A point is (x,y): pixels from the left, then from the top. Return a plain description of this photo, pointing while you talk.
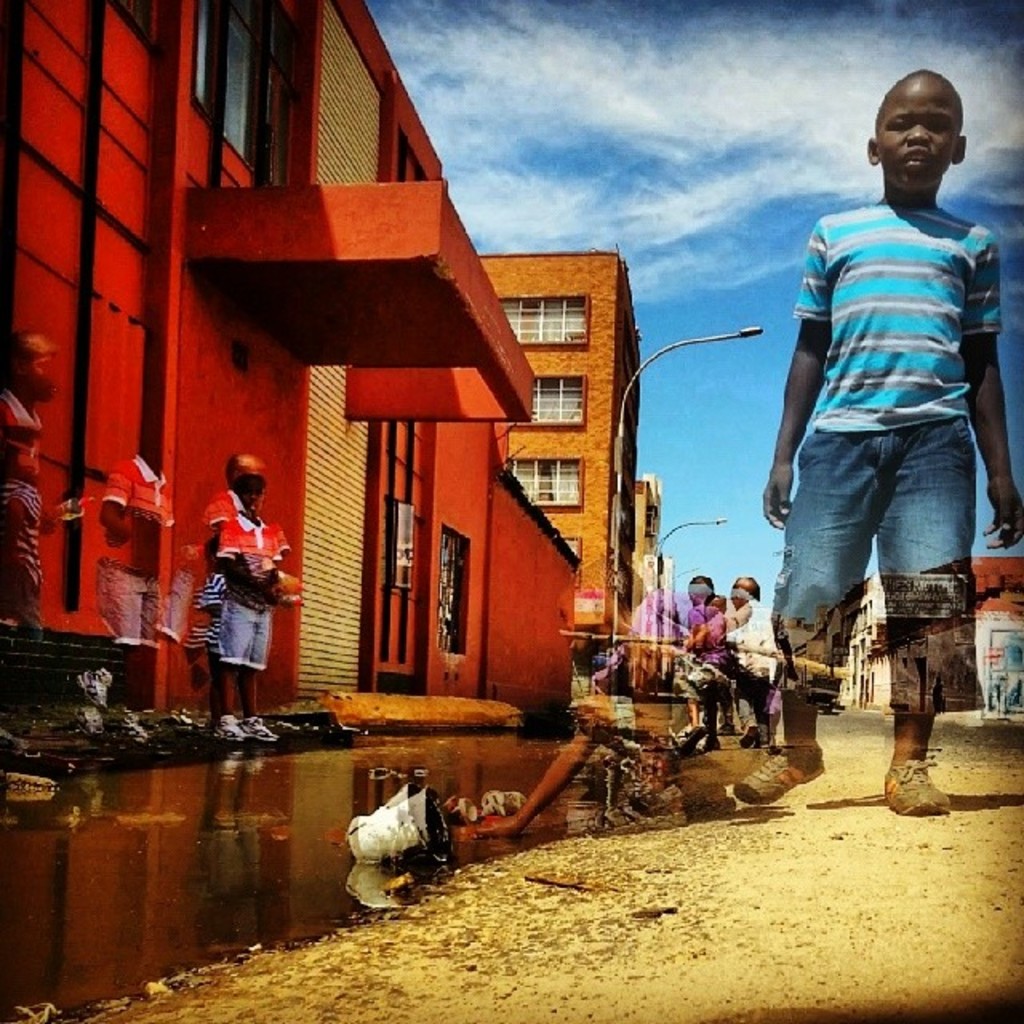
In this image we can see a few children (735,633), there are some buildings (468,637), windows (453,624), poles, lights (741,336) and water (255,842), in the water (289,853) we can see some objects (362,838) and in the background (776,284) we can see the sky (765,99) with clouds (787,105).
